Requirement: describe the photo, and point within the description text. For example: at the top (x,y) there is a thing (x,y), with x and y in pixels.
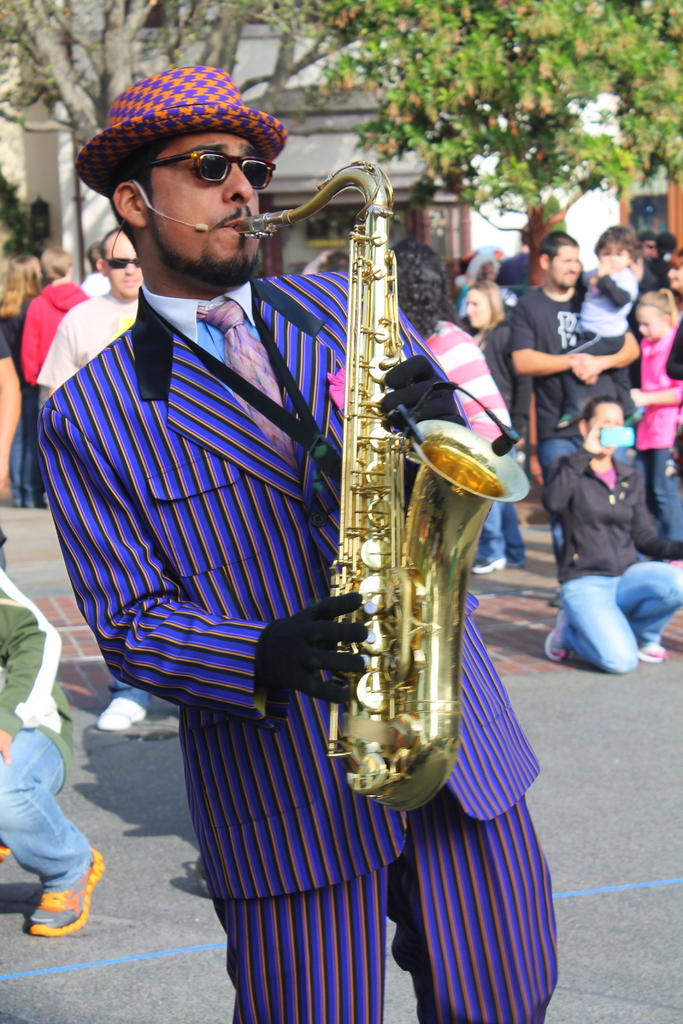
In this image I can see a man (302,454) is playing the saxophone (408,607), he is wearing a coat (232,515), tie (233,341), shirt (222,347), trouser (295,903), hat (159,112). On the right side (565,358) a group of people (578,353) are there, at the back side (346,142) there are trees (430,181) and walls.
